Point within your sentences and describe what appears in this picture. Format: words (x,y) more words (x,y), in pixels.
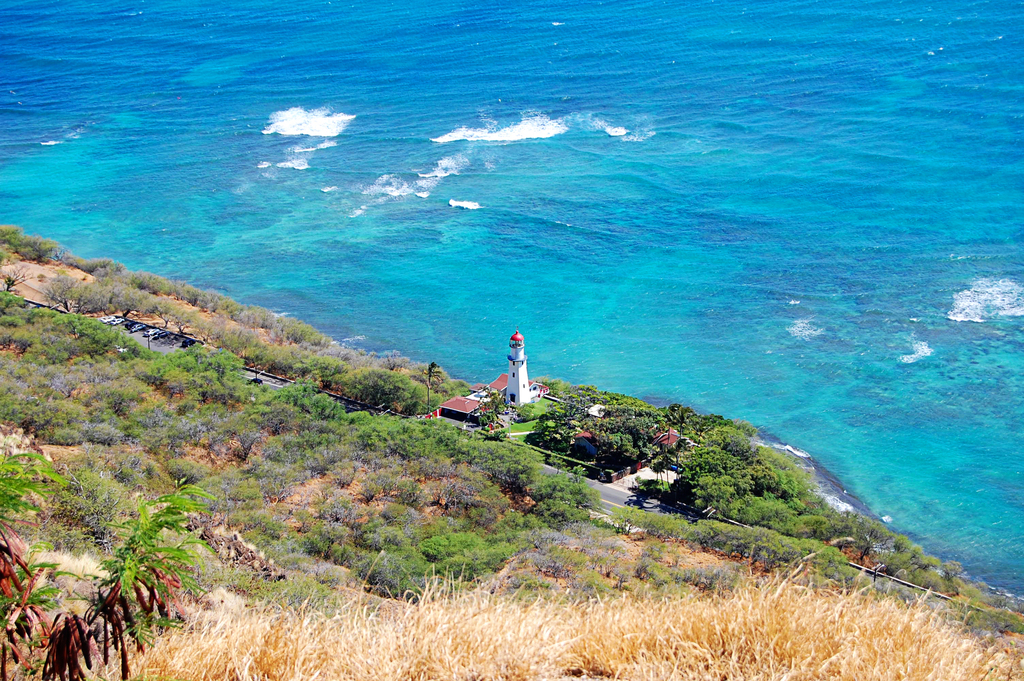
There are trees (461,556) and plants (369,630). Also there is a road (549,465). Near to the road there are few buildings (458,408). And there is water (379,248). Also there is a tower (515,354).
